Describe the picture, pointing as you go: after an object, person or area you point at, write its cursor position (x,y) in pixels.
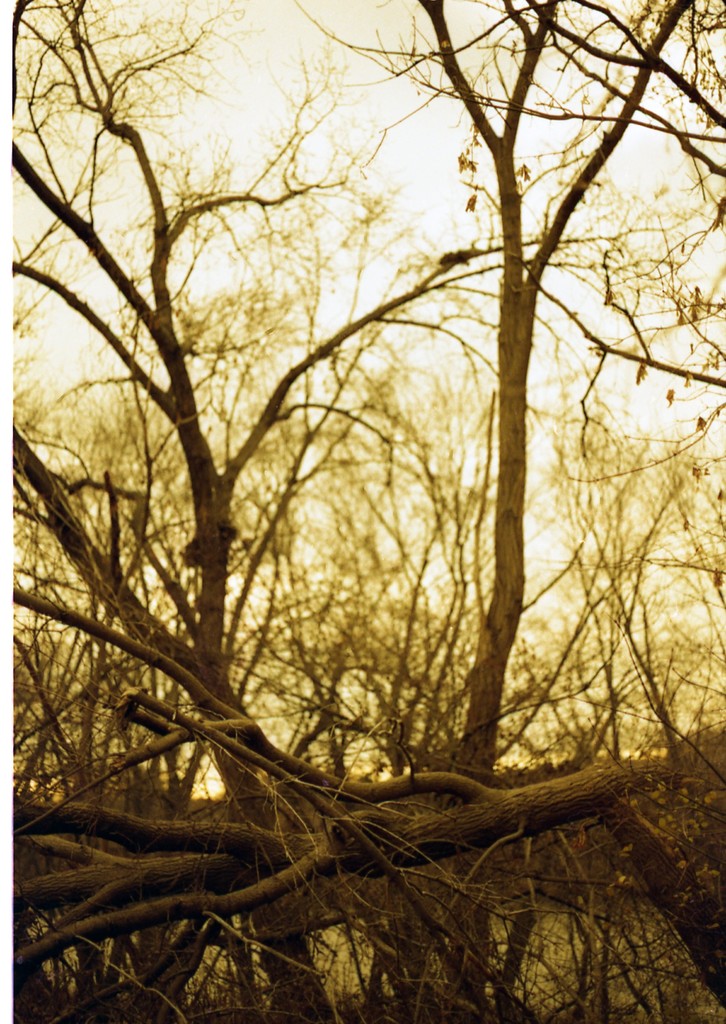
This image is taken outdoors. At the top of the image (428,142) there is the sky (390,91). In the middle of the image (323,638) there are many trees (363,735) with stems (173,348) and branches (180,354).
